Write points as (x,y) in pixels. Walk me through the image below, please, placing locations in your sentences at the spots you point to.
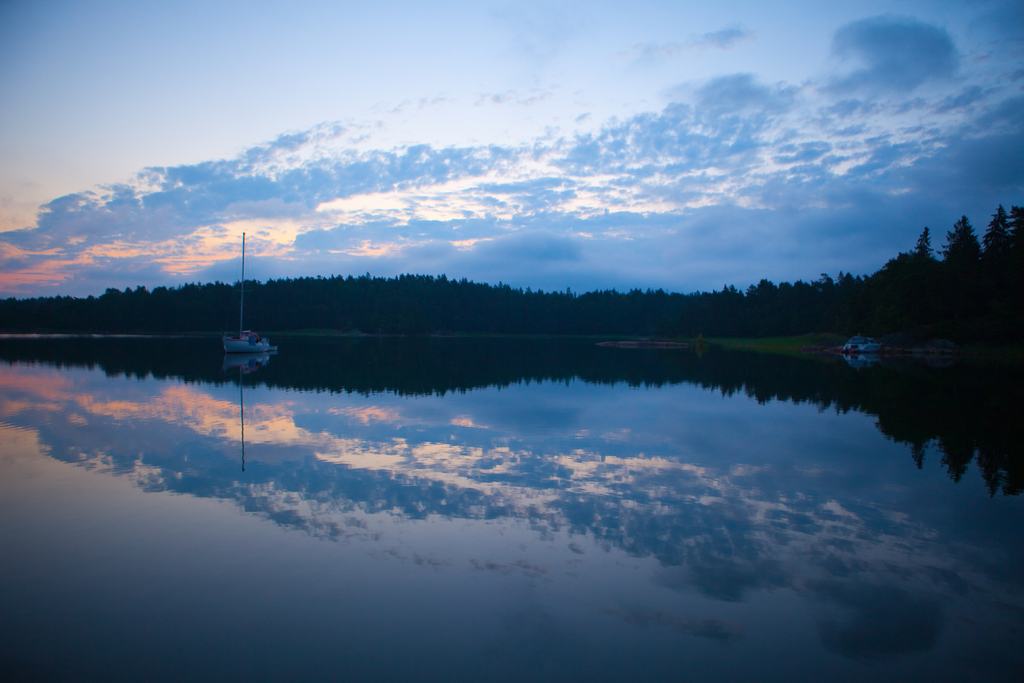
In this image we can see there are boats (861,344) on the water (475,456) and there are trees (780,331), grass (818,340) and the sky (472,154).
